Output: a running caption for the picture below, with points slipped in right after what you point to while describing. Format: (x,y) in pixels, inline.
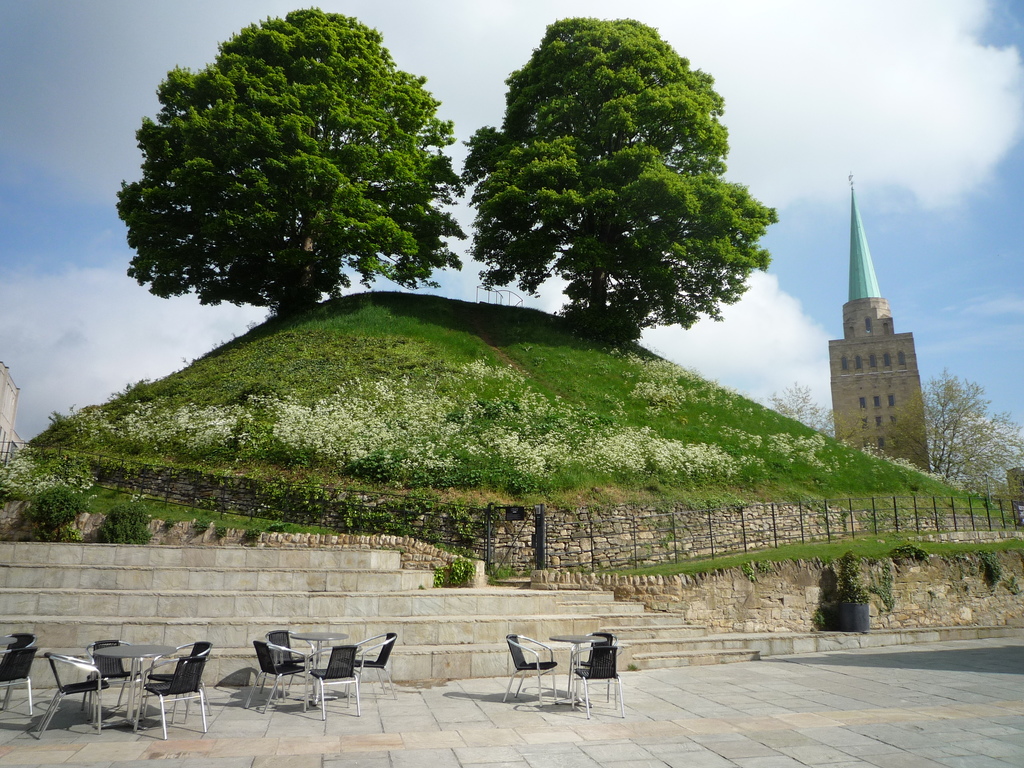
In this image we can see chairs (289,646), tables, steps (480,635), grass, plants (391,521), wall (604,538), flowers (305,436), buildings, and trees (727,245). In the background (777,174) there is sky (1010,271) with clouds (475,100).
